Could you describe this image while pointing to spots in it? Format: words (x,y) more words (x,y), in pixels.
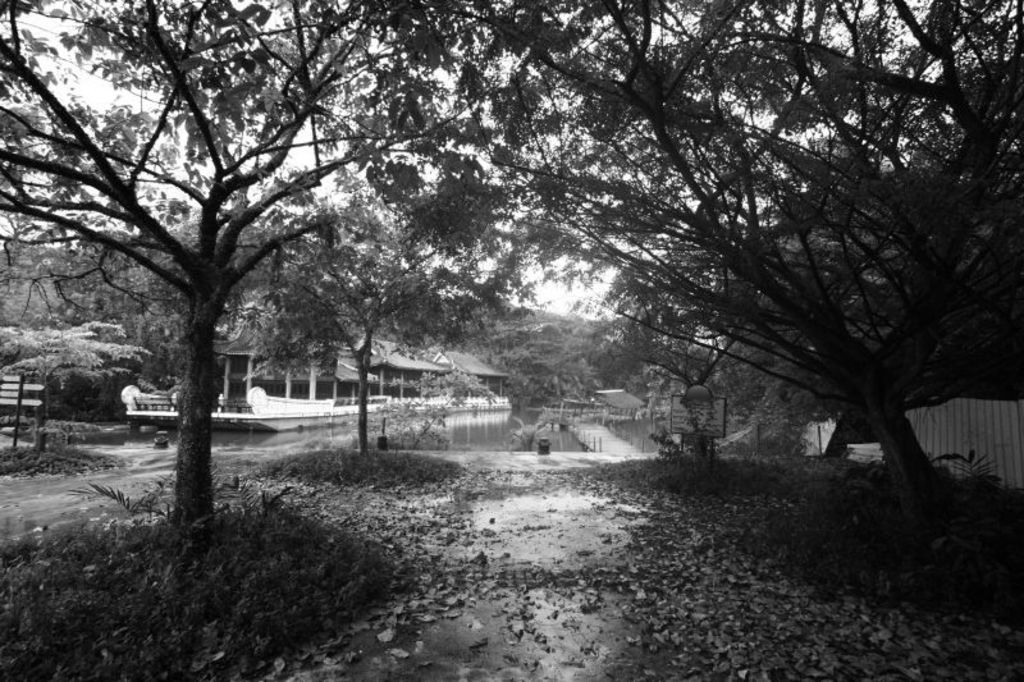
This is a black and white picture. At the bottom (602,524), we see the road (591,625), dry leaves (581,602) and the shrubs (328,587). We see the trees (63,359). On the left side (18,437), we see a pole (17,412) and the trees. In the middle (502,425), we see water (379,426) and this water (453,419) might be in the pond (464,429). There are trees (520,338) and a building (330,380) in the background (543,377). On the right side (821,379), we see the trees (878,327) and a thing (944,445) which looks like a wall (962,434).
